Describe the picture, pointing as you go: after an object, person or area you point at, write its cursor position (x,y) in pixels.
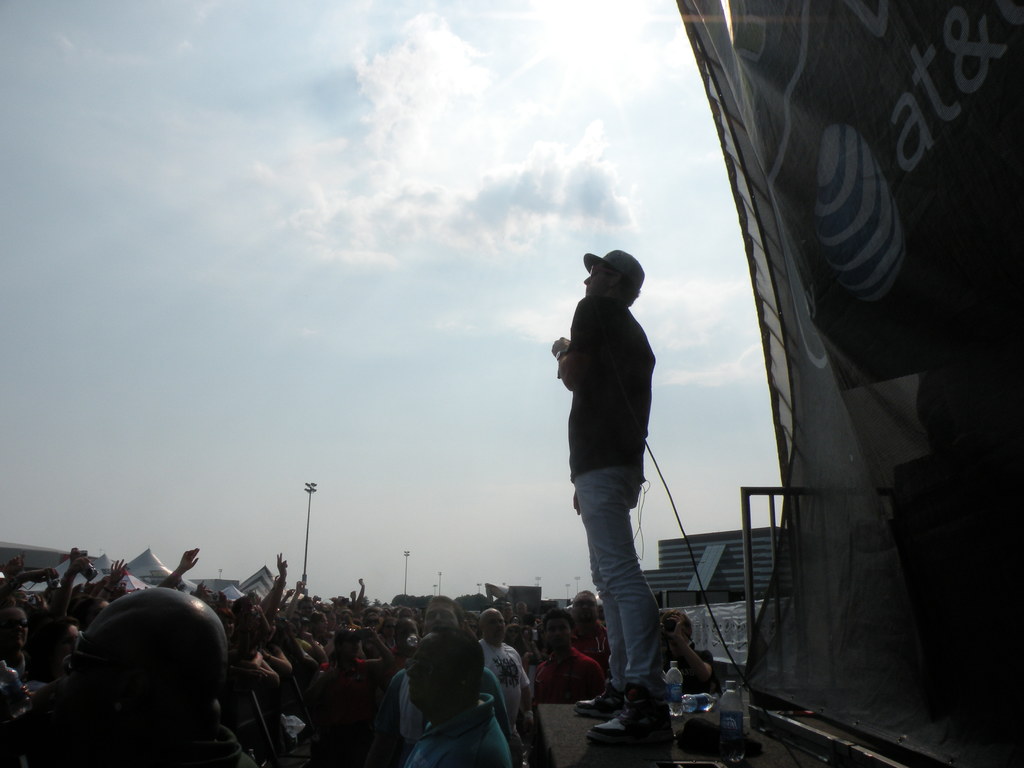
In this image we can see a person (628,426) wearing goggles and cap (616,254). He is standing near to him. There are bottles (730,704). On the right side (753,616) there is a railing (774,522). Also there is a cloth (793,467) on the right side (825,279). Near to him there are many people (296,607). In the background (227,404) there is sky (270,340) with clouds (424,108).
